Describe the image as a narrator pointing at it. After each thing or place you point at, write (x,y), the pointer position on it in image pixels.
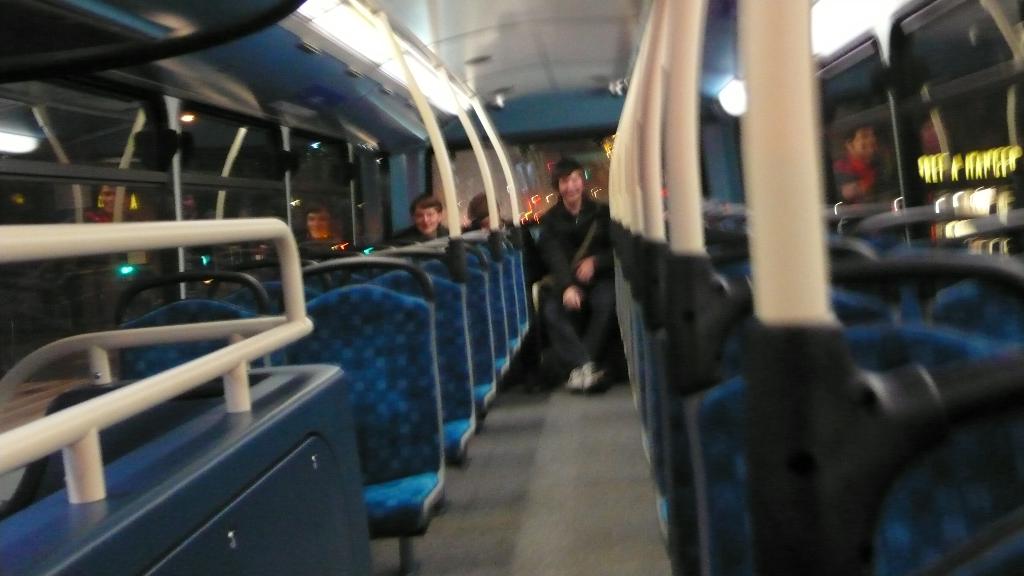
This is an inside view of an vehicle (718,369), where there are three persons (543,310) sitting on the seats (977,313), there are lights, seats (935,299), windows (962,13).
